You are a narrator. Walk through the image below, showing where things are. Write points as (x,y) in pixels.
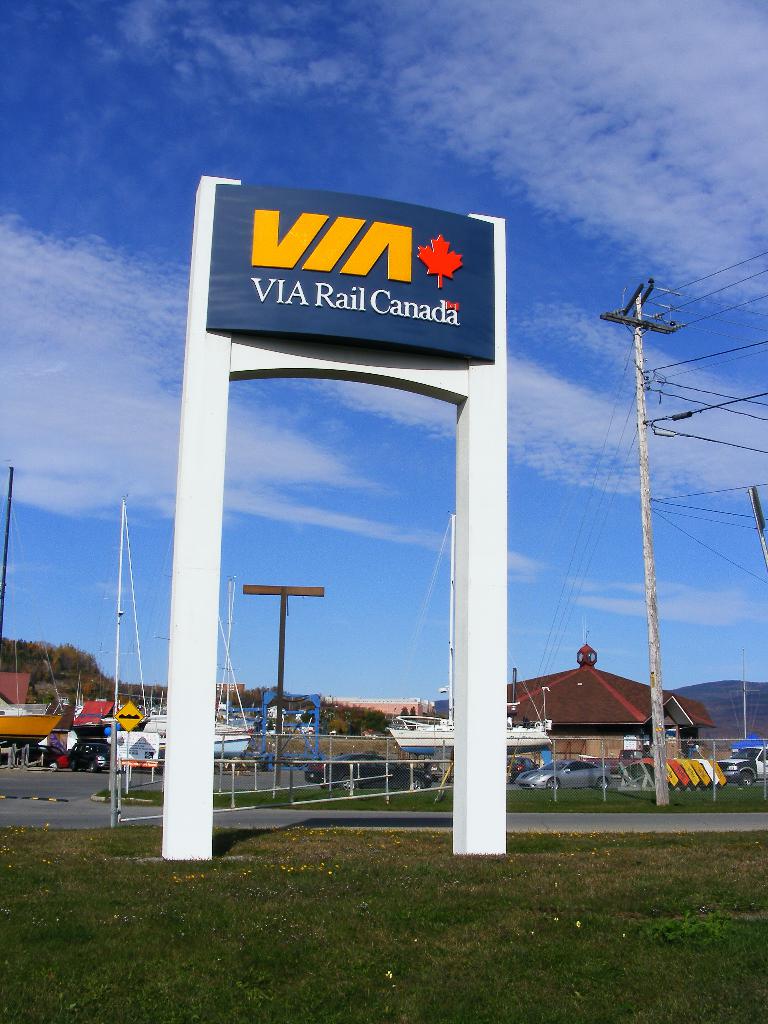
In the center (426,344) the picture there is a hoarding (244,331). In the foreground (333,923) there is grass (469,924). On the right (648,517) there are cables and pole (650,322). In the center of the picture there are trees (51,663), buildings (525,702), vehicles (62,758), hoardings (133,723) and poles (280,654). Sky (283,558) is cloudy and it is sunny.
